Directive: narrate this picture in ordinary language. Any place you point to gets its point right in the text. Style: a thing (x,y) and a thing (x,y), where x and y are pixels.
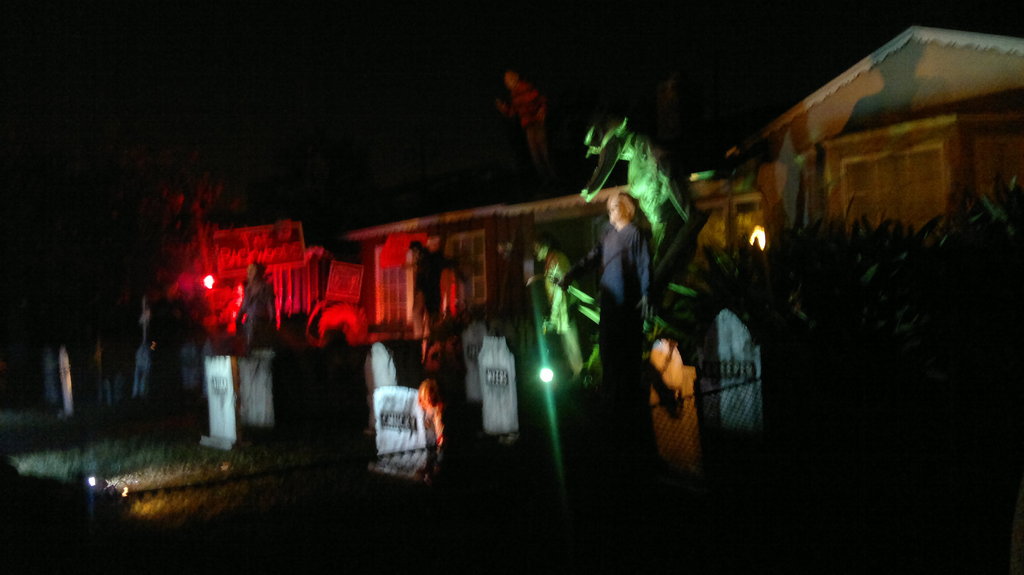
In this image there is graveyard (340,391) and few statues (622,268), in the background (907,60) there is a wall (389,235).
